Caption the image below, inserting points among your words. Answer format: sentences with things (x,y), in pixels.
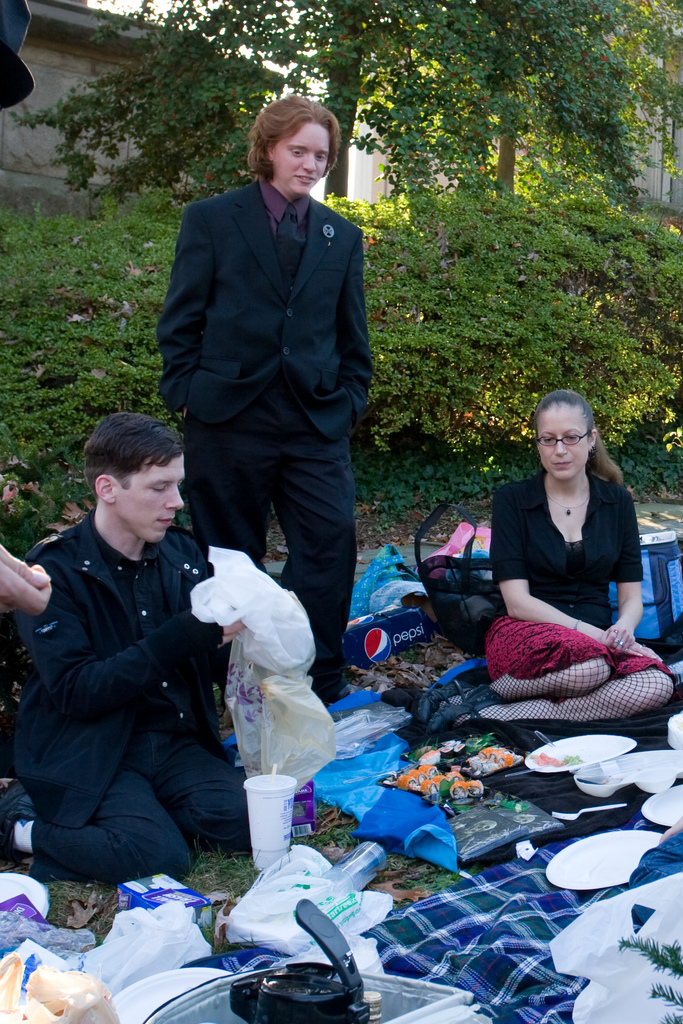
In this image we can see people (525,568) sitting and standing on the ground (393,520) and a mat (414,742) is placed in front of them. On the mat (563,792) there are serving plates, polythene covers (350,902) and luggage bags (464,614). In the background (355,110) there are trees (500,169), bushes (411,303), shrubs (373,456), buildings (118,69) and sky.
